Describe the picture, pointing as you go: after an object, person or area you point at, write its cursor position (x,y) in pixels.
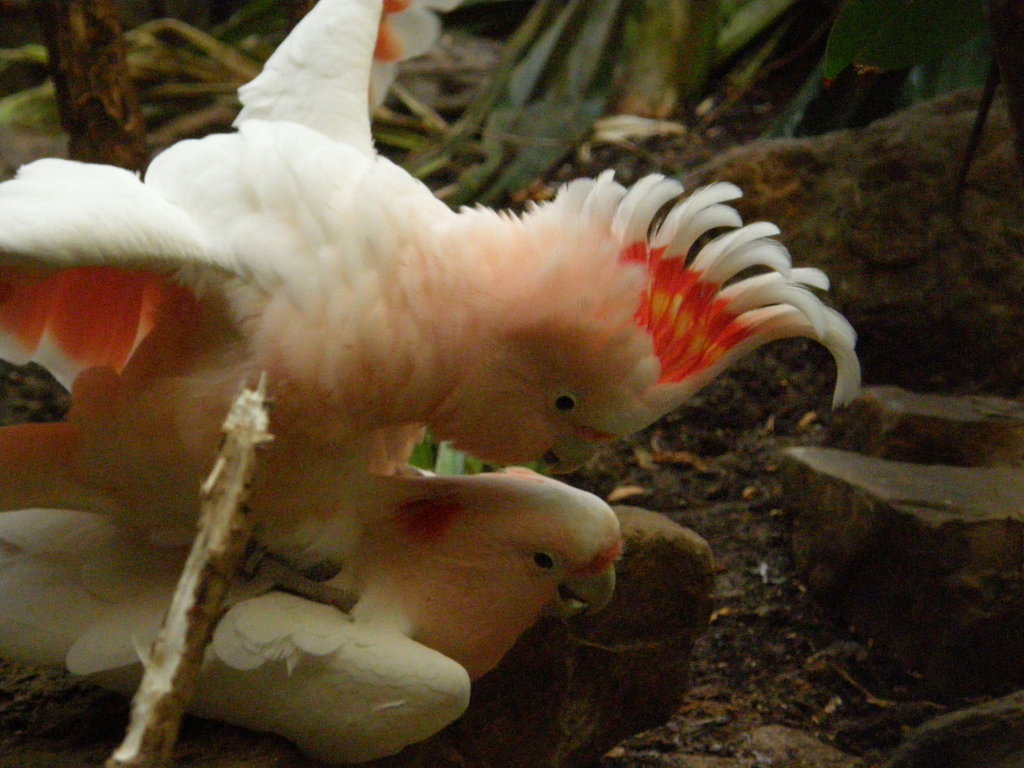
In the given image i can see a birds (388,488).
